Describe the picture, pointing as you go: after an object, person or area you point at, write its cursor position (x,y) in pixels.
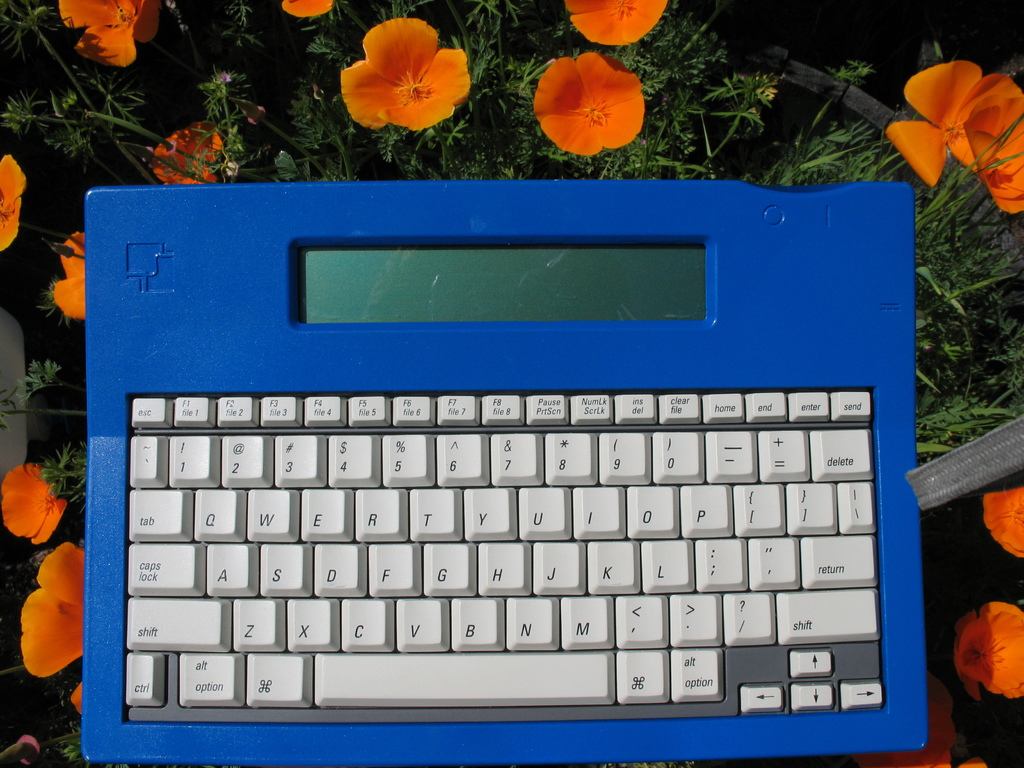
In the center of the image (489,380), we can see a keyboard (752,478) and in the background (43,553), there are flowers (568,88) and plants (1014,403).
